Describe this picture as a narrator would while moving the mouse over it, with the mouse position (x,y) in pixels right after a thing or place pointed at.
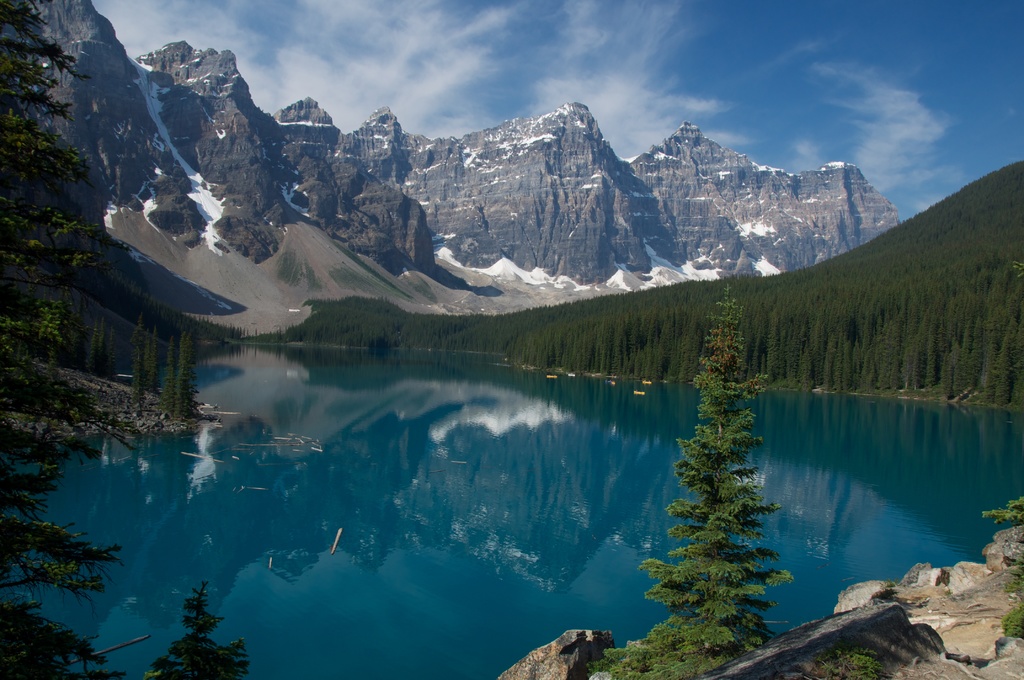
This image is taken outdoors. At the top of the image (351,54) there is the sky (733,65) with clouds (891,82). In the background (114,269) there are a few hills (593,192) covered with snow (151,205). In the middle of the image (415,428) there is a pond (397,406) with water (601,438). On the left (28,266) and right sides of the image there are a few trees (851,353) with green leaves (808,351). At the right bottom of the image (876,634) there is a ground (951,623) with a few stones (894,635) and there is a tree (704,500).
